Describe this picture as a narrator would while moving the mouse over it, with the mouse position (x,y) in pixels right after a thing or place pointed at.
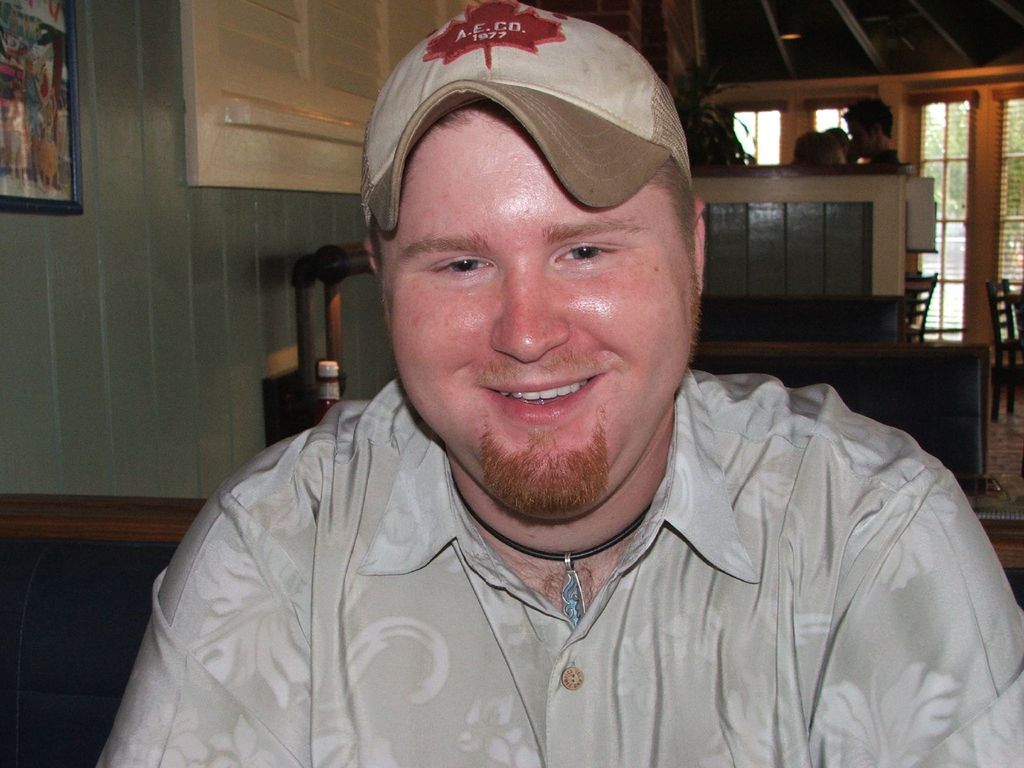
This image is taken indoors. In the background (250,297) there is a wall (263,302) with windows (945,151), a picture frame (78,112) and grills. There are a few chairs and a table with a few things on it. In the middle of the image (671,296) there is a man (590,487) with a smiling face (504,373).
